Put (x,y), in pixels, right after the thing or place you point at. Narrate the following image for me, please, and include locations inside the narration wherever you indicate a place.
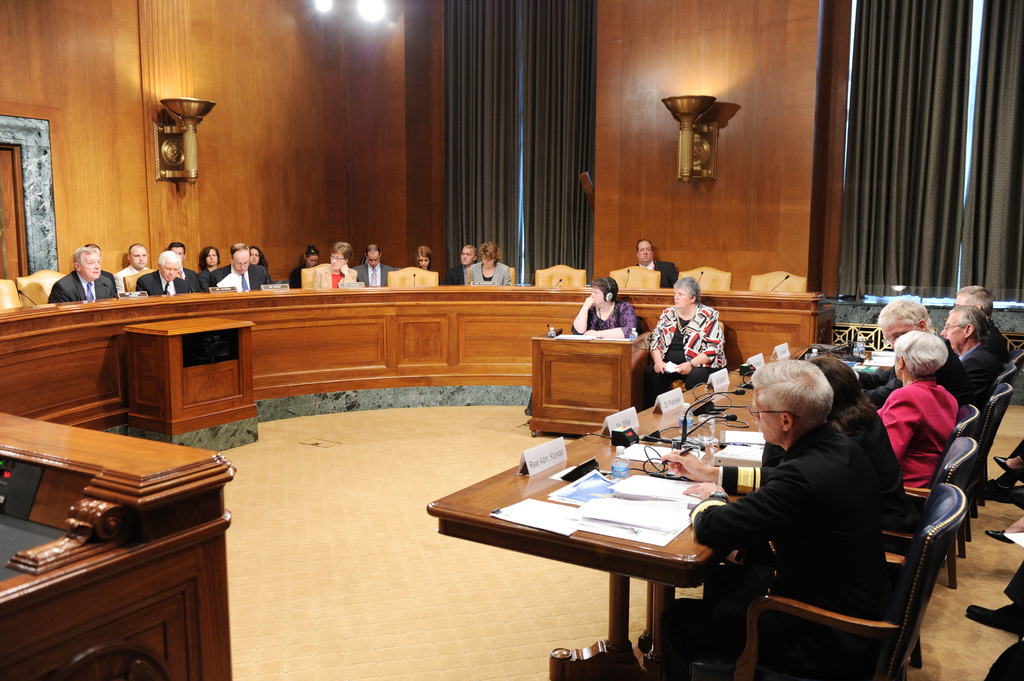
In this image I can see number of people (86,247) are sitting on chairs (897,642). On this table (613,558) I can see few mics (683,448) and few papers (635,484). In the background (934,102) I can see curtains (910,109) and few lights (370,5).
